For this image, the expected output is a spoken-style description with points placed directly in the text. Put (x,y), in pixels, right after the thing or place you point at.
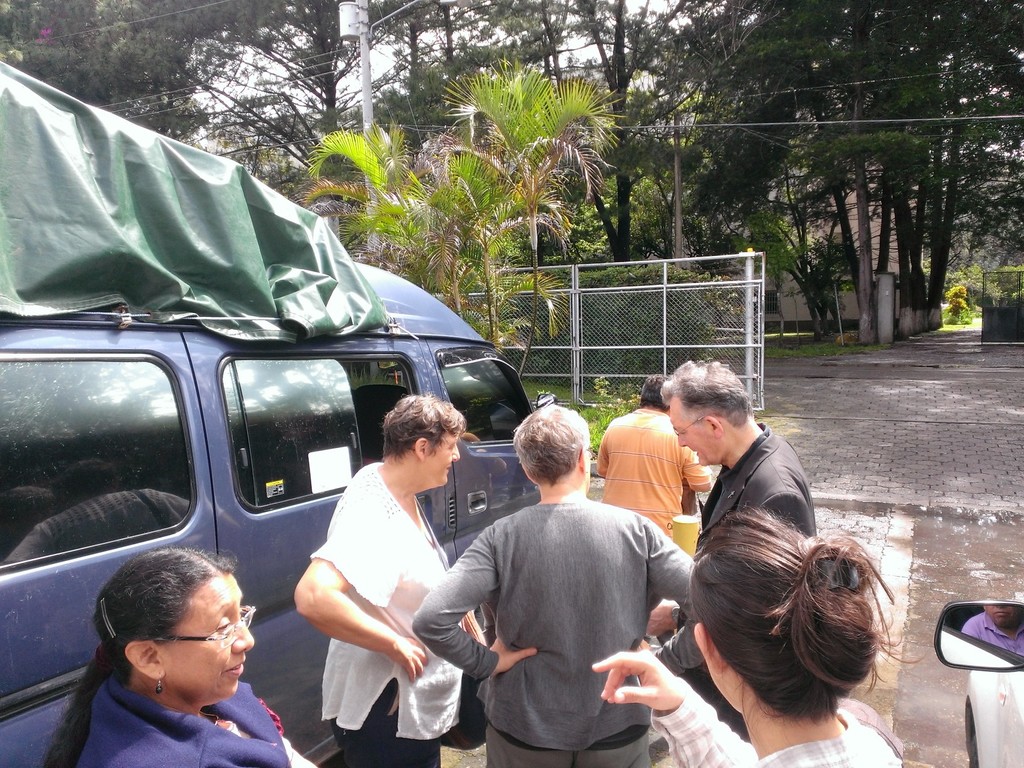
On the left side of the image (207,439) there is a vehicle (182,486), in front of the vehicle (317,531) there are a few people (620,590) standing. On the right side of the image (997,710) there is another vehicle (988,663) and we can see there is a person (990,635) sitting in the vehicle (973,654) from the side mirror (987,635) of the vehicle (994,702). In the background (592,308) there is a railing (641,325), trees (534,328) and one utility pole (344,5).
